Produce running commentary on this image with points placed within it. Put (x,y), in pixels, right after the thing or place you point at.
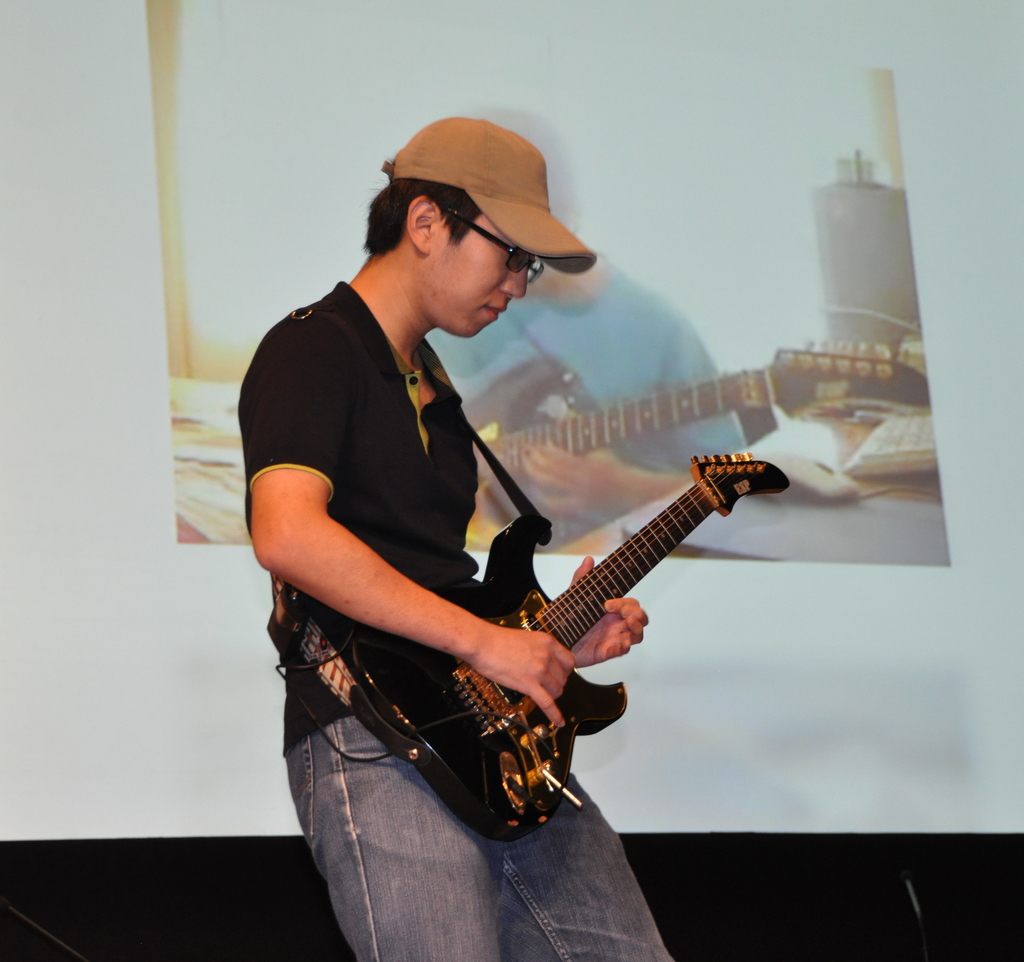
This man (441,247) is standing and playing guitar (459,745). On wall (125,74) there is a poster (193,136). This man (475,232) wore cap (502,176) and goggles (514,264).
